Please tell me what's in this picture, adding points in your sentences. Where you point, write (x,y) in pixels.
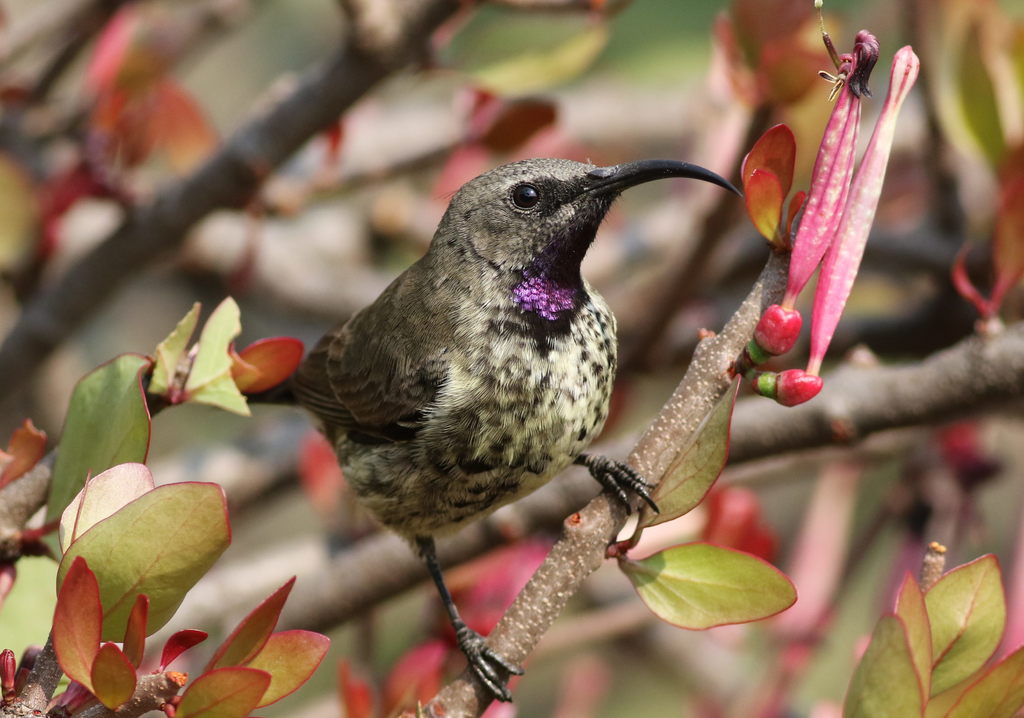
In the picture we can see a bird (578,425) standing on the tree stem (550,581) with leaves (107,701) to it and a bird (459,626) is black in color with some white shades on it.
